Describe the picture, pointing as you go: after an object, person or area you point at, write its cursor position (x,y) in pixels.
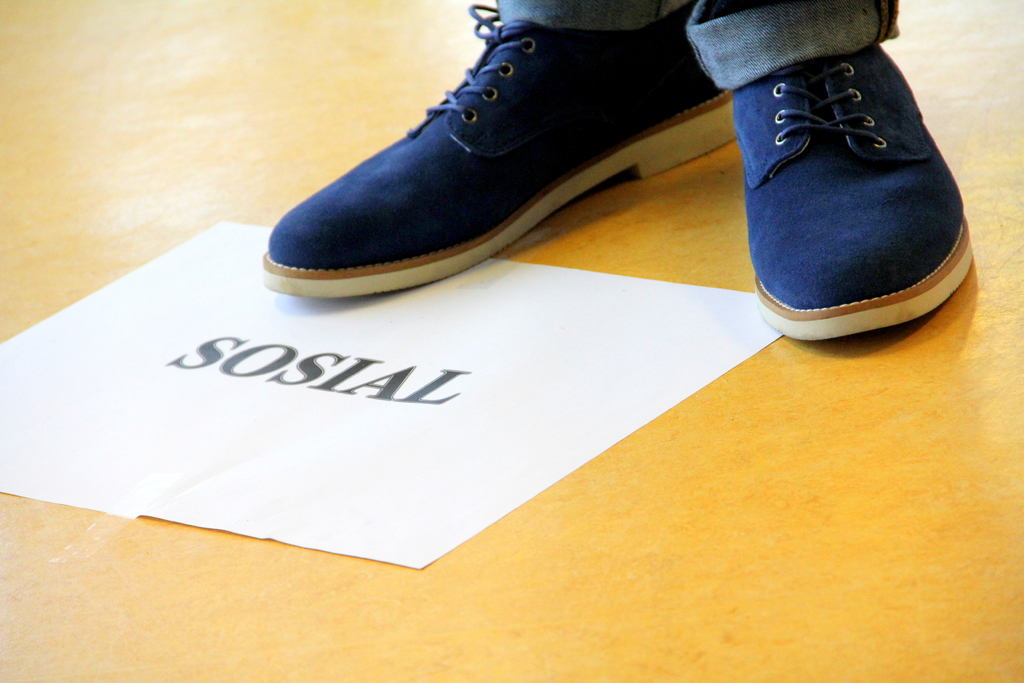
In this image I can see the yellow colored floor (793,493) and a paper (438,481) which is white in color is sticked to the floor (53,525). I can see something is written on the paper (359,417) and a human legs (717,39) wearing blue colored shoe (664,31) and pant (643,17).
